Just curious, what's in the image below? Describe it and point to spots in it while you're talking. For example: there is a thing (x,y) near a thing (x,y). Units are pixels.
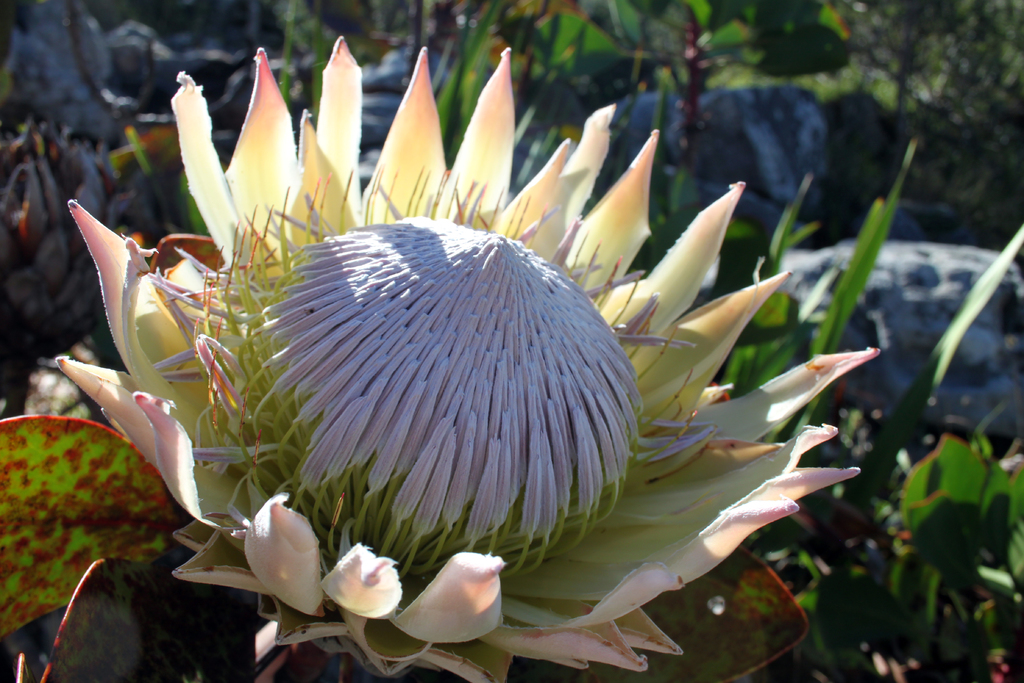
In this image I can see a protea flower (551,408) along with the plant (750,585). In the background (762,133) few rocks (763,148) and leaves (573,35) are visible.
